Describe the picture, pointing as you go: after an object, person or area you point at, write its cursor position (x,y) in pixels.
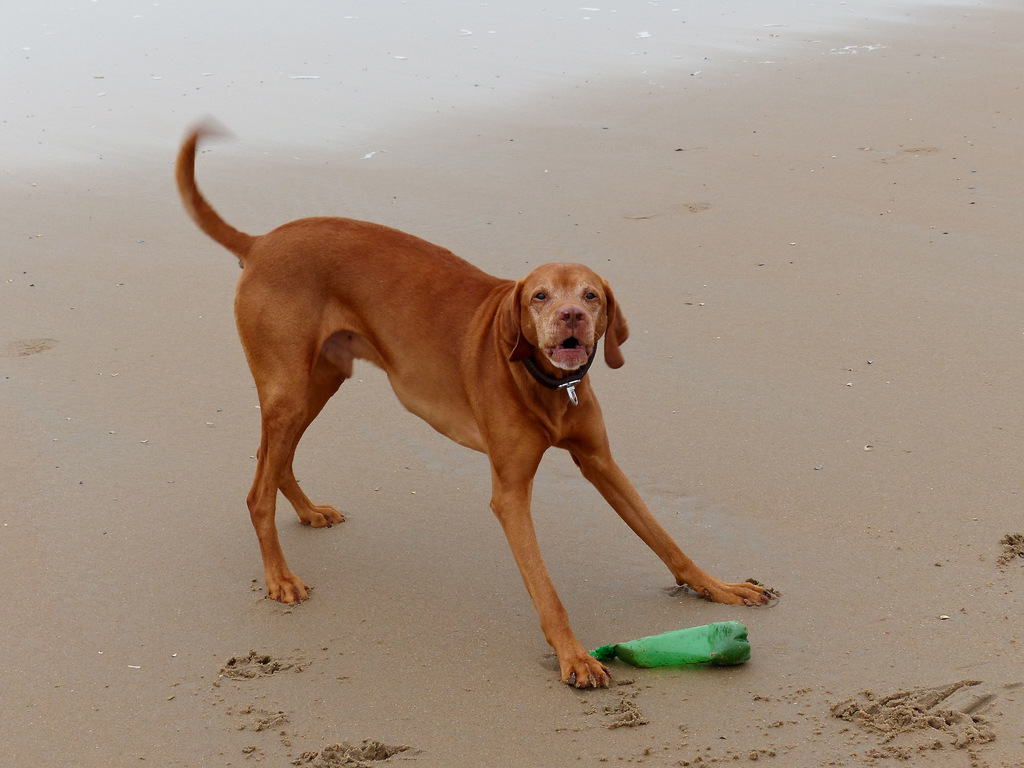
In this image we can see a dog (471,436) on the sea shore (442,521). We can also see a bottle (736,634) on the sand (712,677).
